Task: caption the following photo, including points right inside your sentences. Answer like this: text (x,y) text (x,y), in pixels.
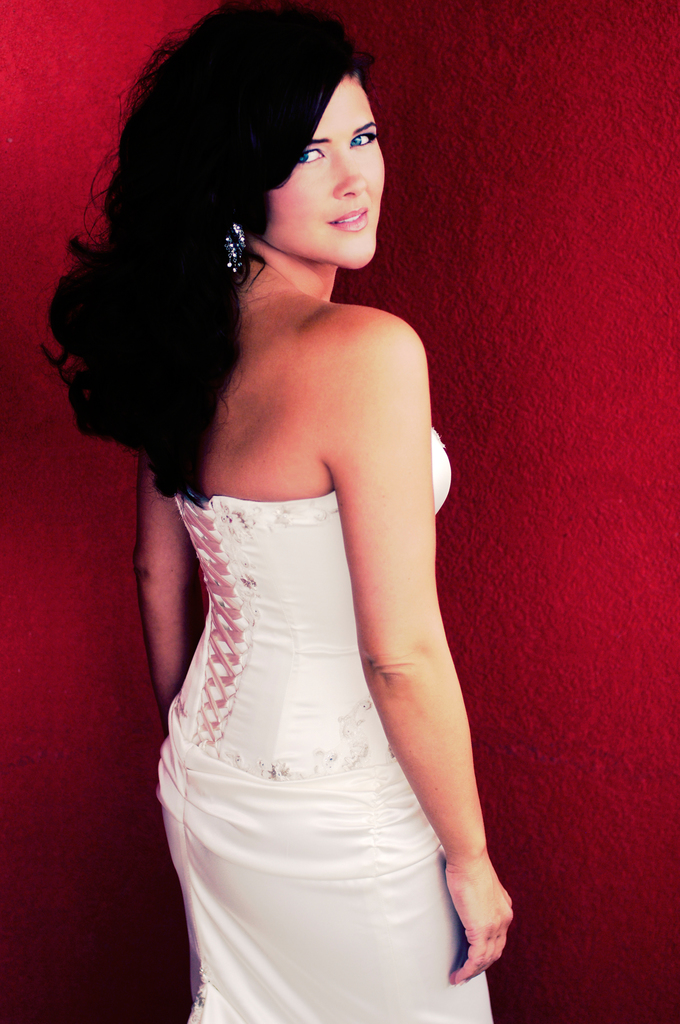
In this picture I can see there is a woman (246,248) standing and she is wearing a white dress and there is a red color wall (589,314) in the backdrop (585,889).
